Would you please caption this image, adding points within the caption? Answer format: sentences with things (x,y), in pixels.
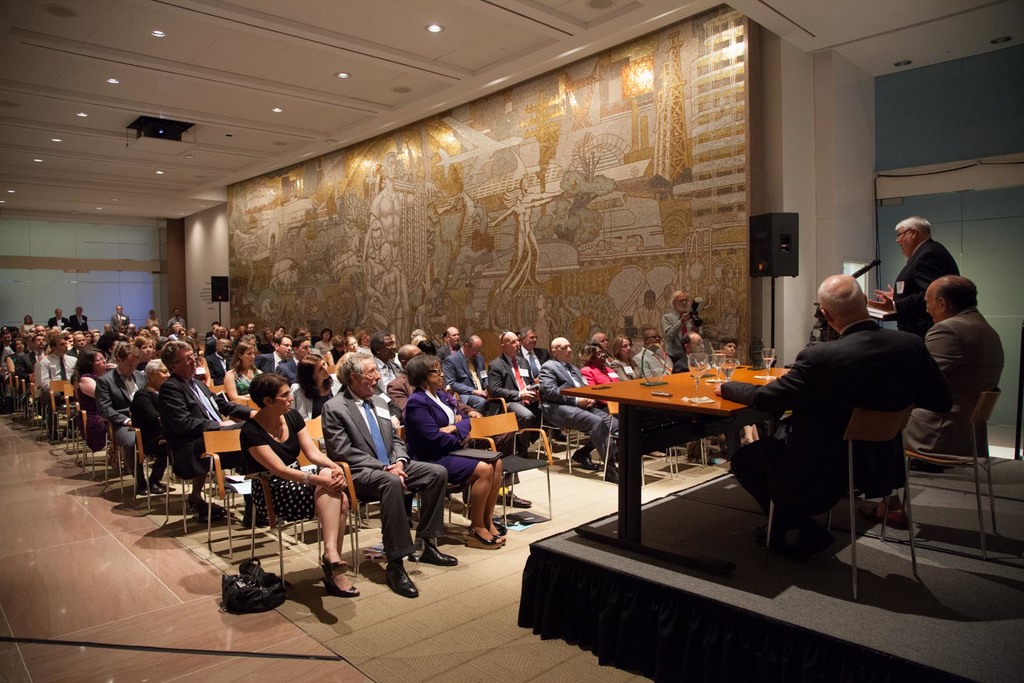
In this picture I can see few people (884,359) seated on the chairs (879,422) and I can see glasses (700,369) on the table (709,404) and a man (880,297) standing at a podium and speaking with the help of a microphone (868,268) and I can see couple of speakers (216,282) to the stand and I can see few lights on the ceiling (290,70) and I can see a man (669,324) standing and holding a camera (697,324) in his hand (685,316) and few people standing in the back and I can see a handbag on the floor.
